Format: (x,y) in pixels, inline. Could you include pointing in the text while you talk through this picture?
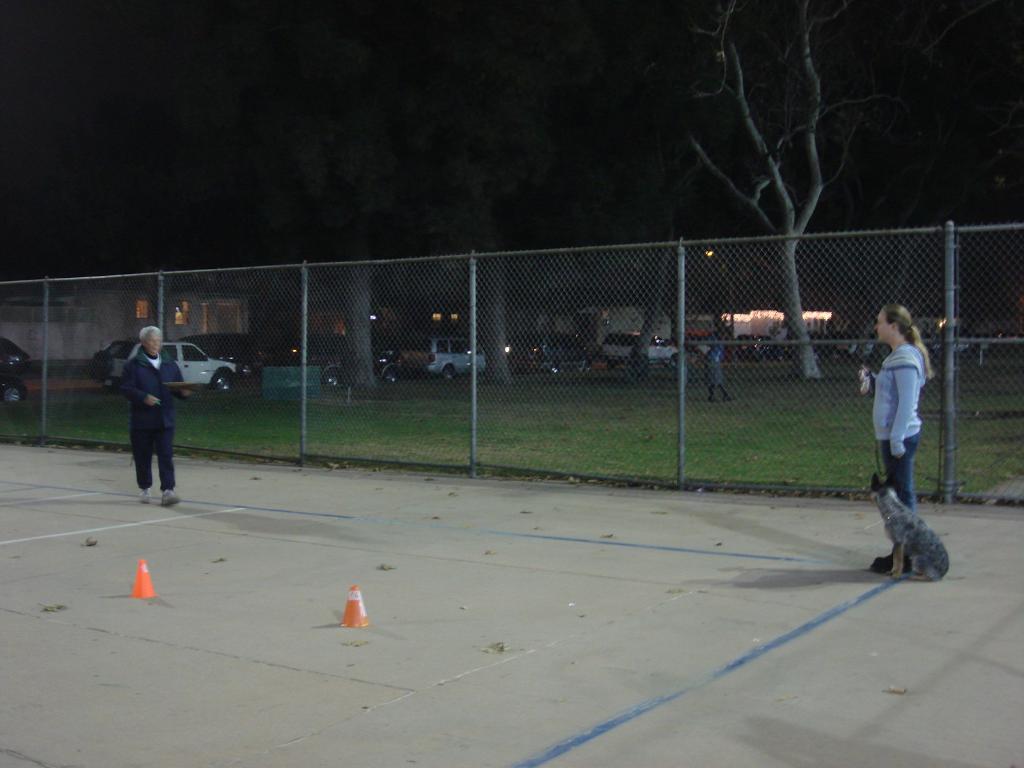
In this image we can see some persons (908,414) standing on the floor (755,498). To the right side of the image (928,526) we can see a dog (943,559) on the ground (915,600). In the center of the image (682,372) we can see a fence (578,379). In the background (110,363), we can see a group of cars (541,370) parked on the ground (419,380), groups of trees (675,235) and some lights (757,320).
